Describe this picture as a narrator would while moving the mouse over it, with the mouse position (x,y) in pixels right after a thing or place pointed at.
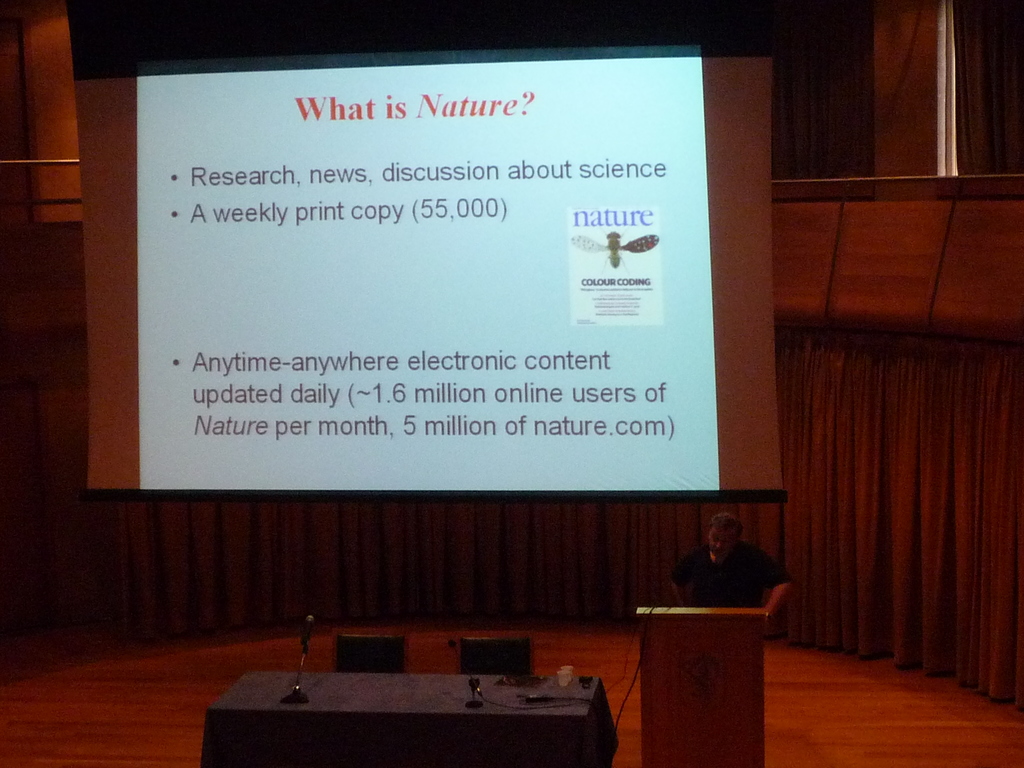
In this image there is a person (748,562) standing in front of the table (680,656), beside that there is an another table (334,704) with a mic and few other objects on top of it. In the background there is a screen (362,321) with some text (200,421), behind the screen (402,307) there are curtains (998,453).
